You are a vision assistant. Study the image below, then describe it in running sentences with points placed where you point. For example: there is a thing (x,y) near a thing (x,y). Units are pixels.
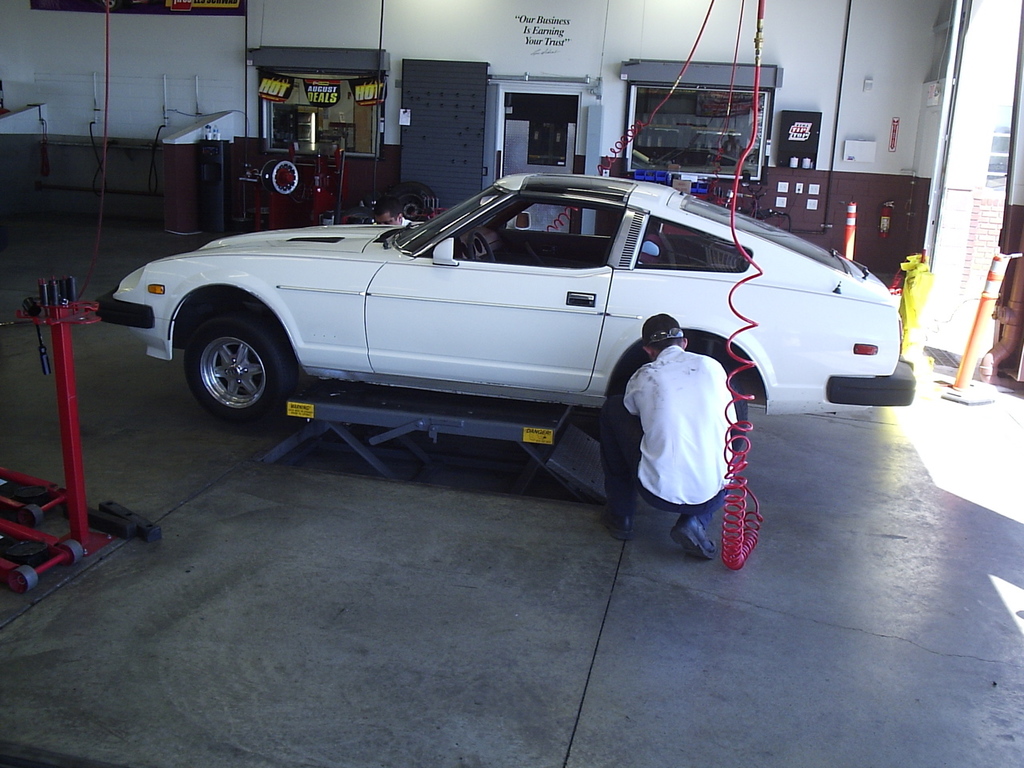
In the middle (428,347) it is a car (554,283) which is in white color. Here a man (690,411) is repairing it, he wore a white color dress (714,411).
